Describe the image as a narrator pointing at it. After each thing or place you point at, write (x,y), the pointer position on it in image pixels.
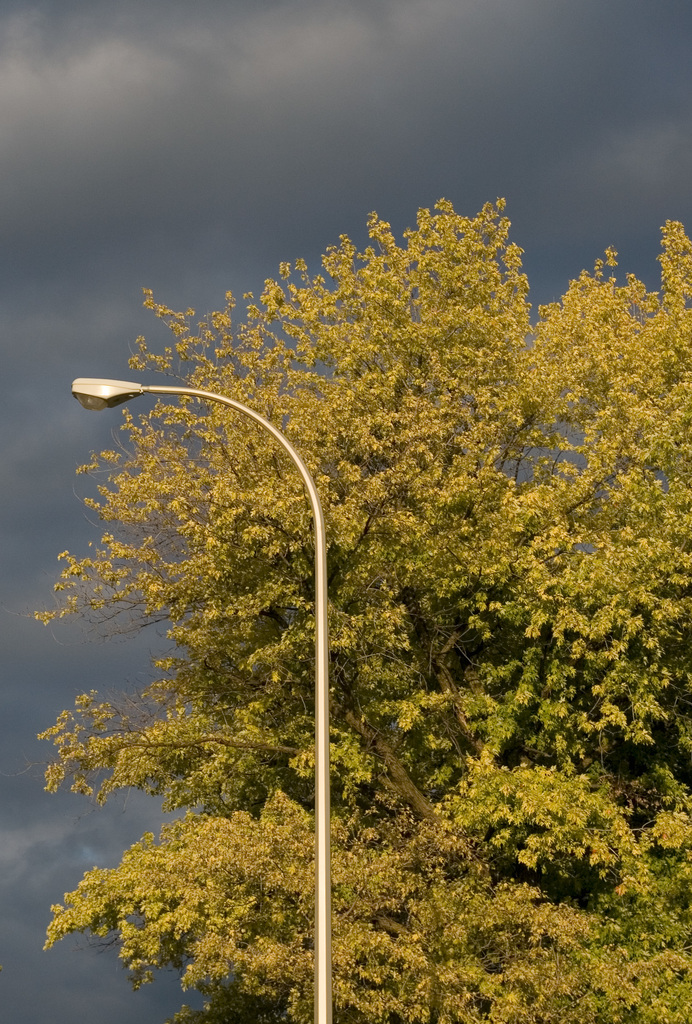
In this image I can see a tree (333,652) and a light pole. In the background (249,253) I can see the sky (199,187).
